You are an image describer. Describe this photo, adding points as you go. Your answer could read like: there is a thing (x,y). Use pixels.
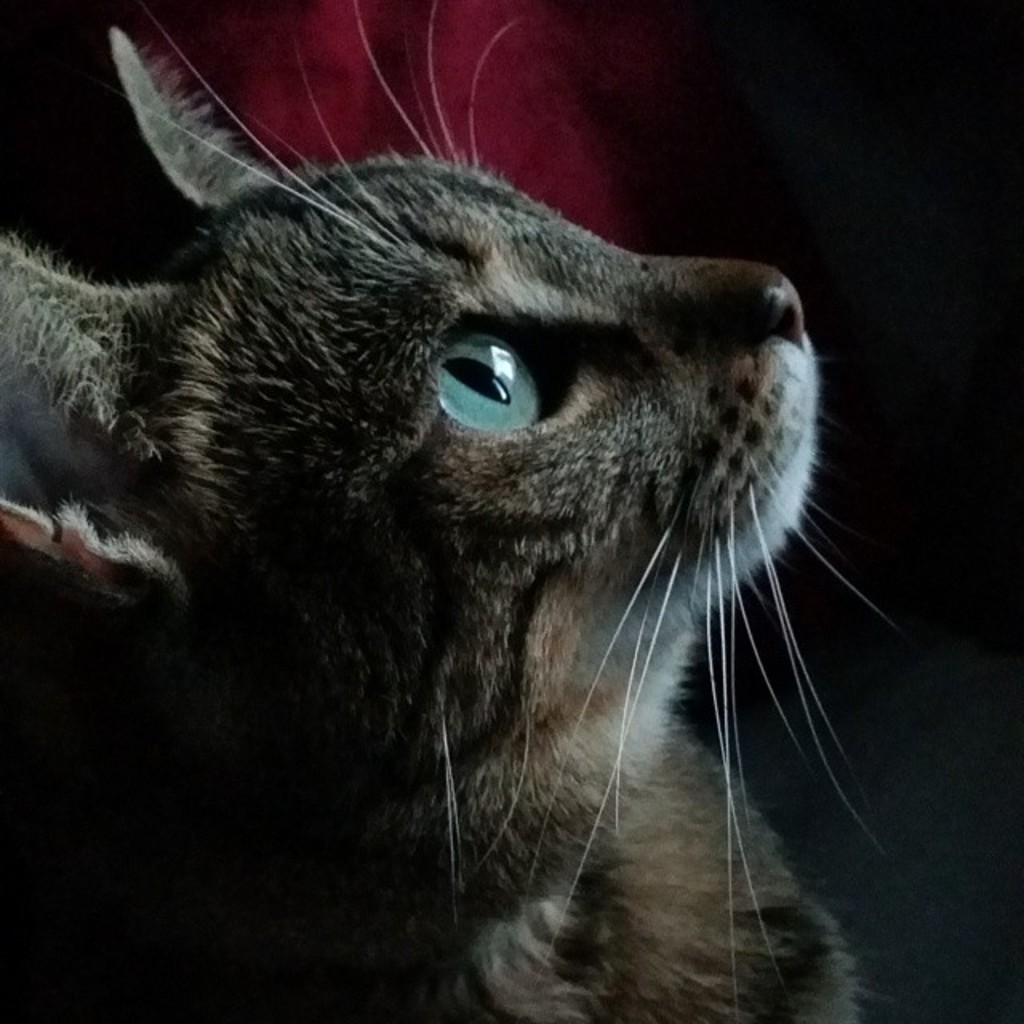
In this image we can see a cat (436,562) which is of brown color.
